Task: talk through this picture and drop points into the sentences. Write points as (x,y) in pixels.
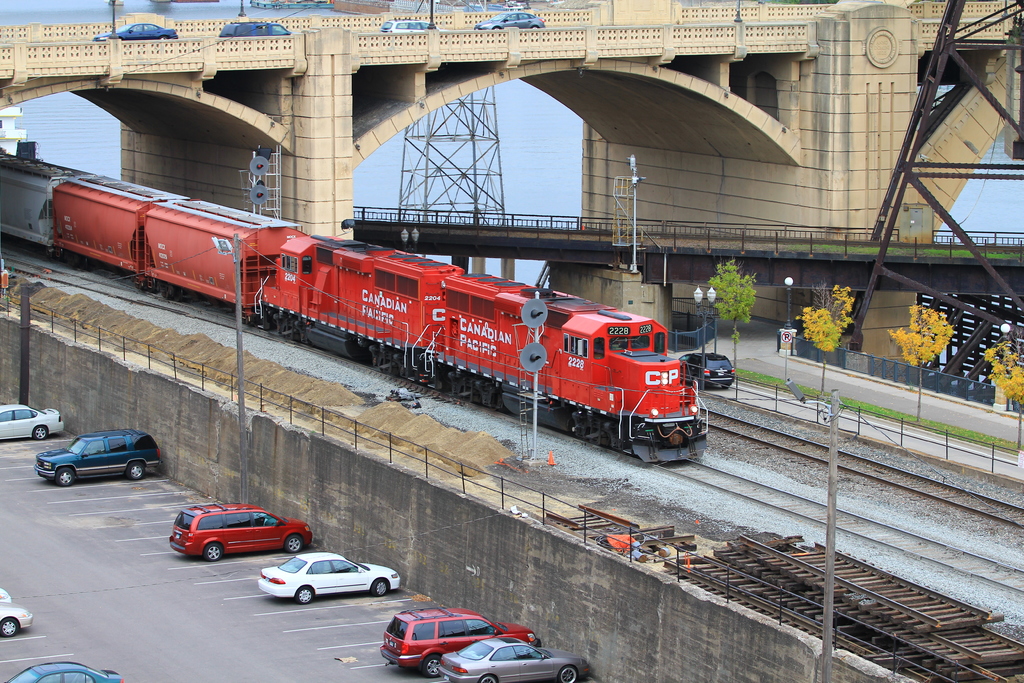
On the left (319,583) there are cars (61,427) parked in the parking area (354,622). In the center of the pictures there are railway tracks (748,487), trees (924,330), poles (270,212), train (518,340), stones (812,497) and other objects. At the top (865,89) there is a bridge (458,59), on the bridge (286,41) there are cars (402,23) moving. In the center of the background (534,147) there are bridge (765,242), tower (475,156) and a water body (578,131). On the right (965,48) there is iron tower (922,187).
